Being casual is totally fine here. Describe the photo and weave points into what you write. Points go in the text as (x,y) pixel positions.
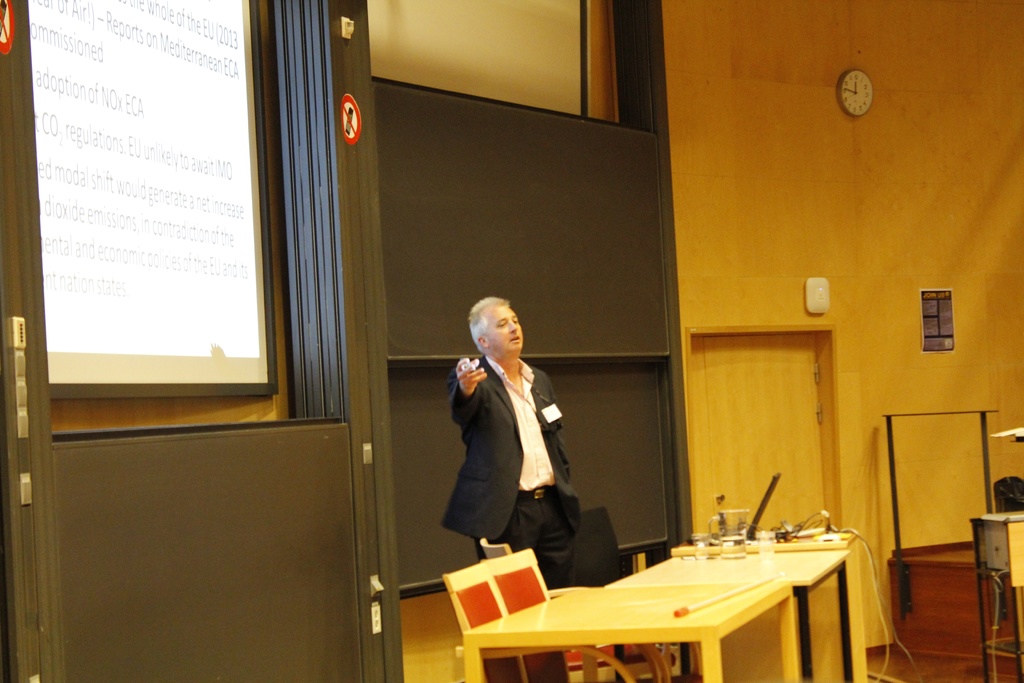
Man (519,443) standing, on the table (734,577) we have glass (734,544) and here we have chair (477,593), screen (203,268) and on the wall (768,271) we have clock (852,103), poster (943,322) and here there is door (781,436).
